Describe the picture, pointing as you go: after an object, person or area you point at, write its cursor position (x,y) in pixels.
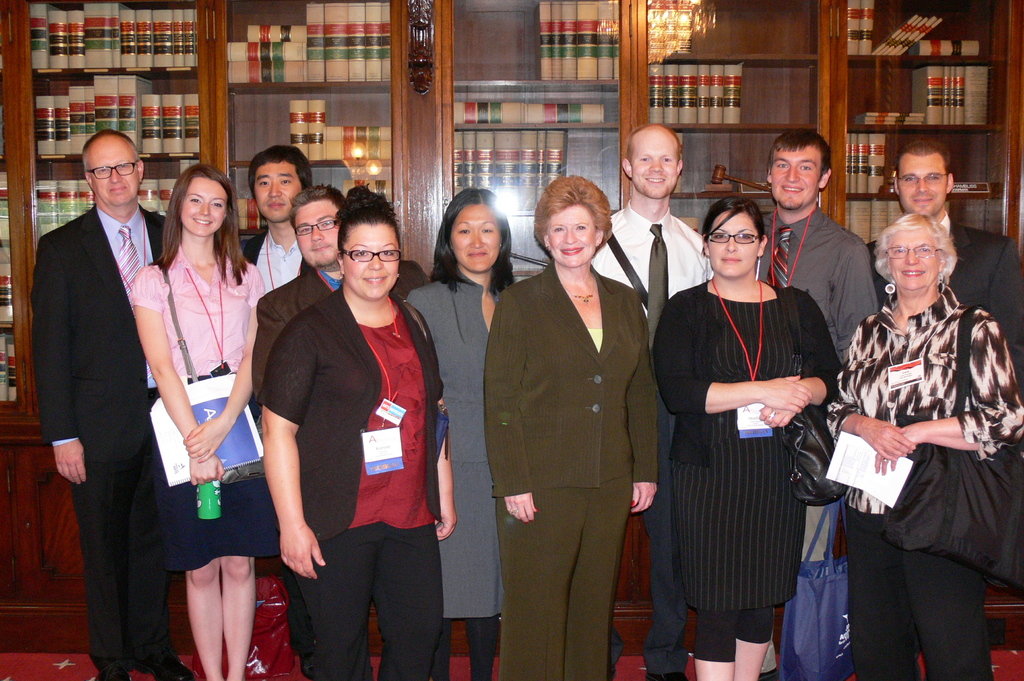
In this picture there is a woman (517,308) who is wearing blazer (567,451) and she is standing near to the woman (724,384) who is wearing black dress (745,475). On the left (119,524) there is a man (90,326) who is standing near to the girl (189,320) who is wearing pink dress (174,297). On the right (1004,413) we can see the group of person (898,230) standing near to the cupboards (690,172). On the cupboard (478,70) we can see many books (180,100) in every rack (852,107). At the bottom (288,651) there is a red bag (273,655) near to the woman (383,351) who is wearing blazer (350,374), t-shirt (401,520) and trouser (414,605).
